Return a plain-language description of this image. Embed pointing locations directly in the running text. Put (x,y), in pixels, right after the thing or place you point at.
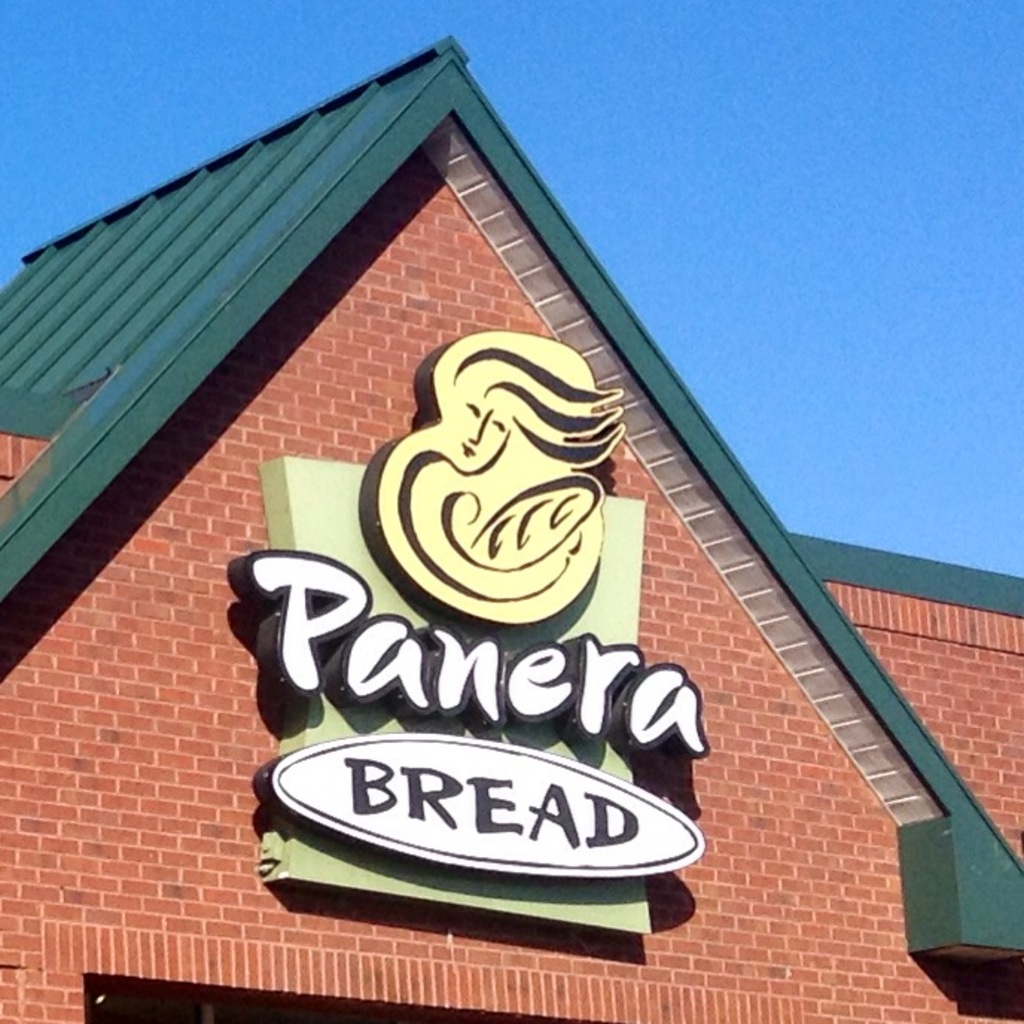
In this image we can see a house (253,432) with roof (352,164). We can also see a name board (300,824) with a picture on it. On the backside (819,275) we can see the sky (835,279).
